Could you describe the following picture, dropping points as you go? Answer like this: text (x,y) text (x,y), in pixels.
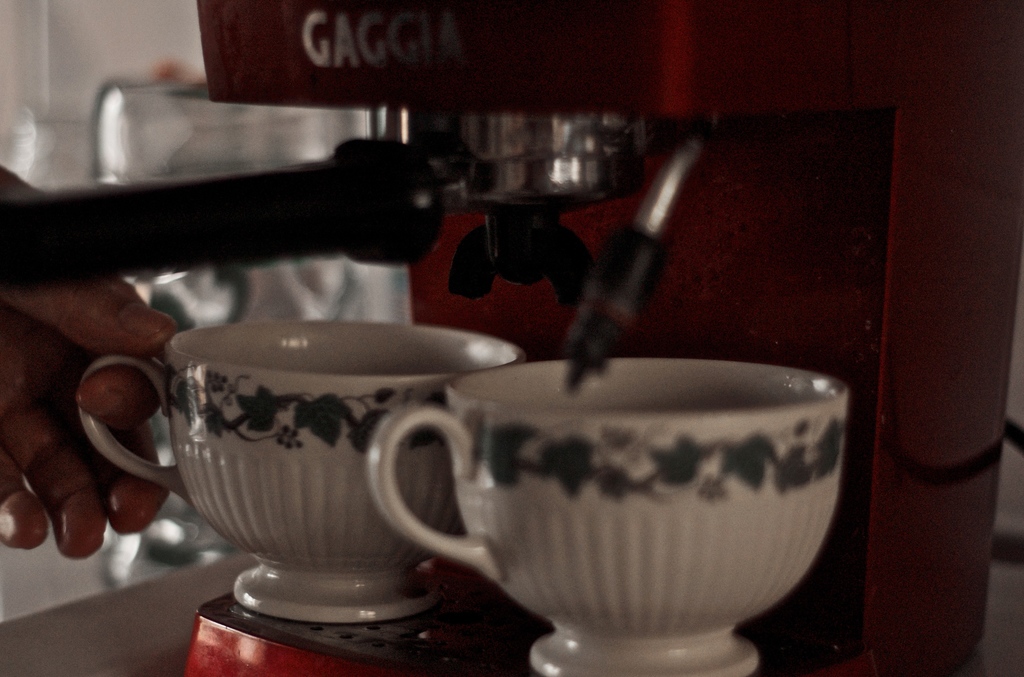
In this image, we can see a coffee machine (611,232). We can see some cups (576,530). We can see the hand (41,342) of a person (105,338) and a glass container (208,168). We can also see the wall (132,52).
